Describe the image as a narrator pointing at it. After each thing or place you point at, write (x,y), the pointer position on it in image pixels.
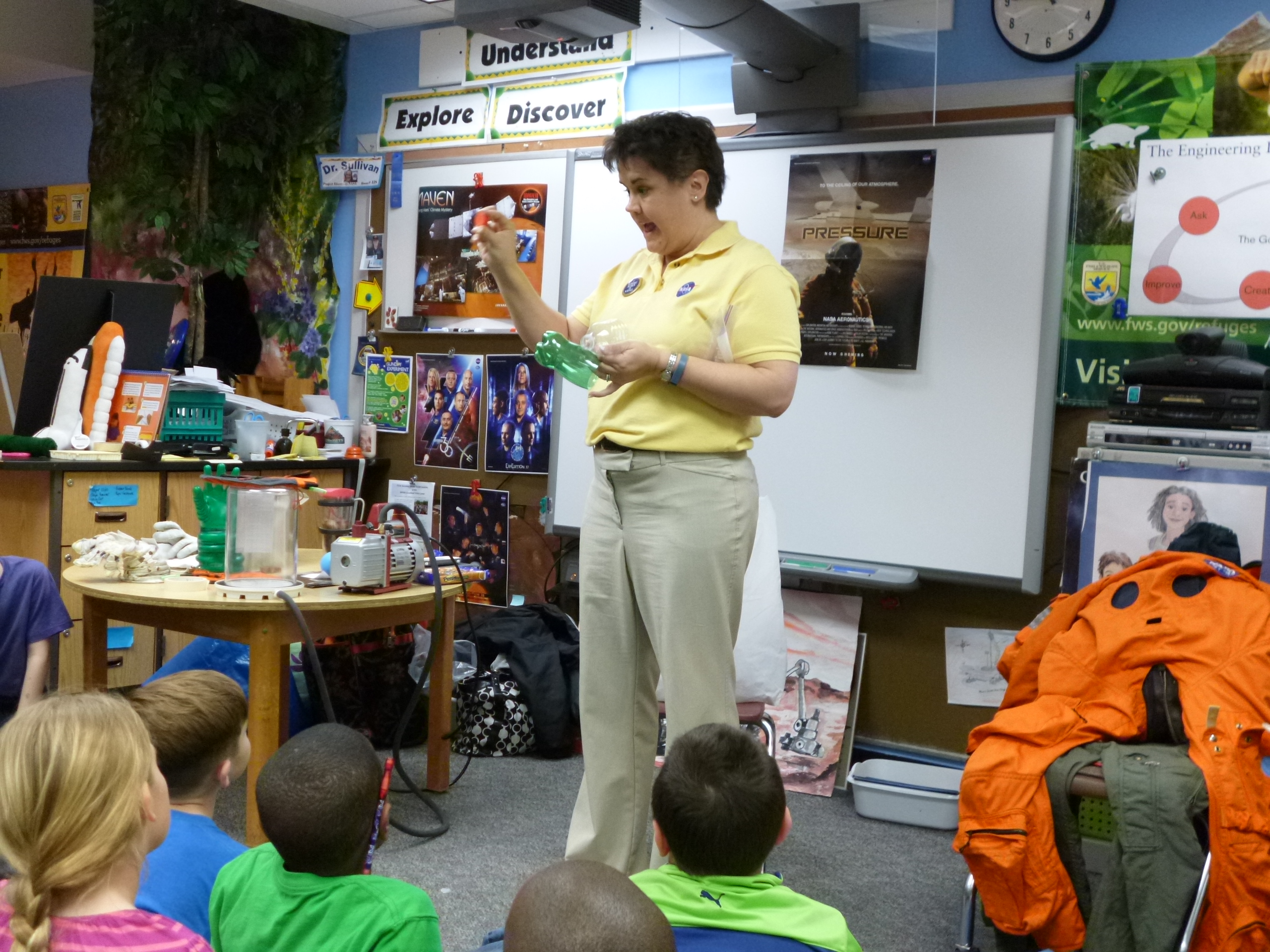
This picture shows a woman (646,414) standing and holding a bottle (572,375) and we see few children (259,895) seated and we see some bottles (263,574) on the table (328,592).
